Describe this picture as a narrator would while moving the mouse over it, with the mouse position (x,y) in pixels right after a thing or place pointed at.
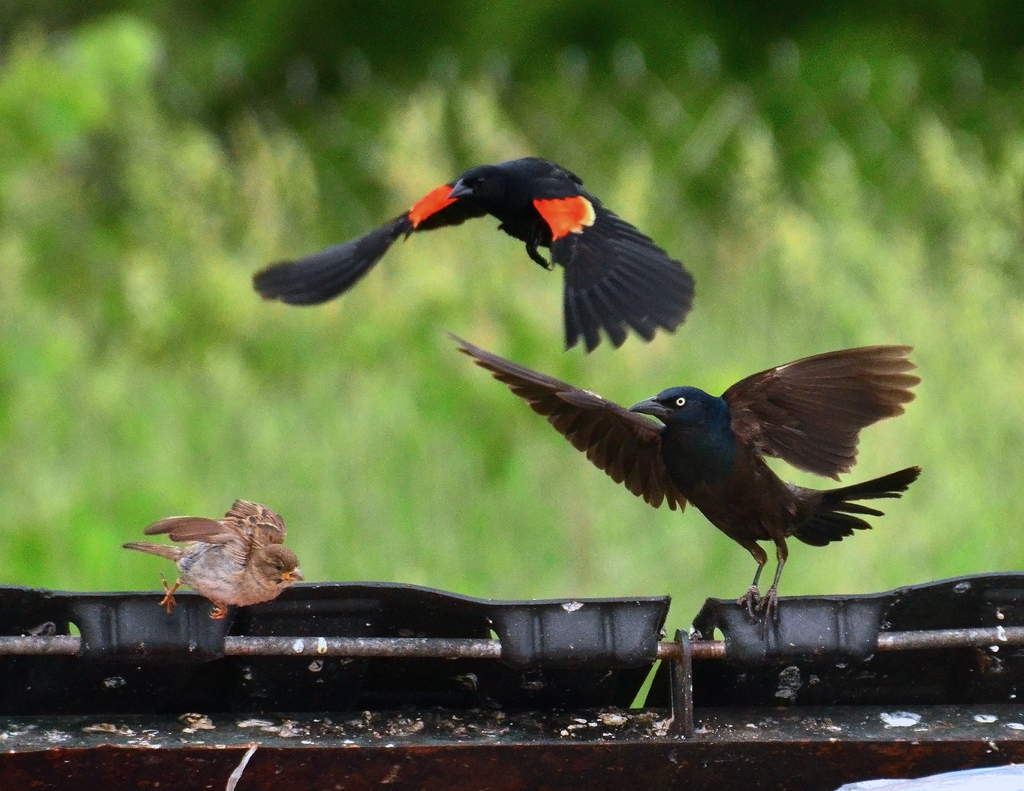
In this image I can see few birds (579,301) flying. They are in black, brown and orange color. I can see a black color object (742,660) and green background (52,511).
